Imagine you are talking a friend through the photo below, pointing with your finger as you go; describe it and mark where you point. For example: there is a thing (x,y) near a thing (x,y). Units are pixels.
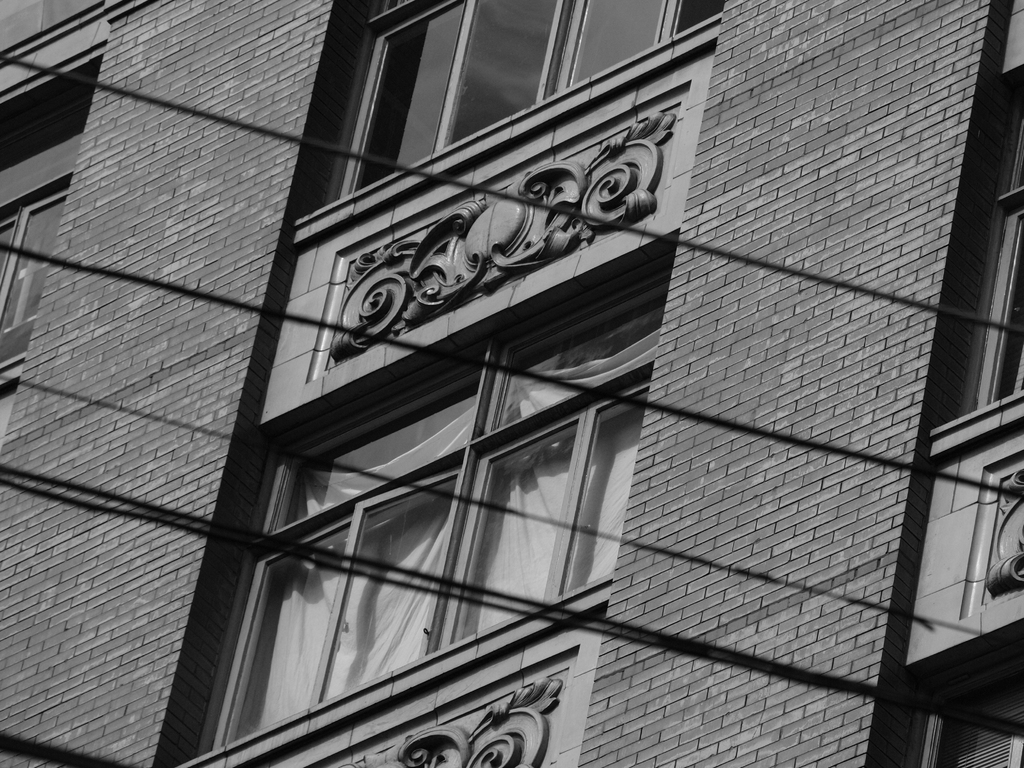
This image consists of a building (286,534) along with windows (420,500). And there are curtains (294,615) in white color. In the front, there are wires (53,761).
